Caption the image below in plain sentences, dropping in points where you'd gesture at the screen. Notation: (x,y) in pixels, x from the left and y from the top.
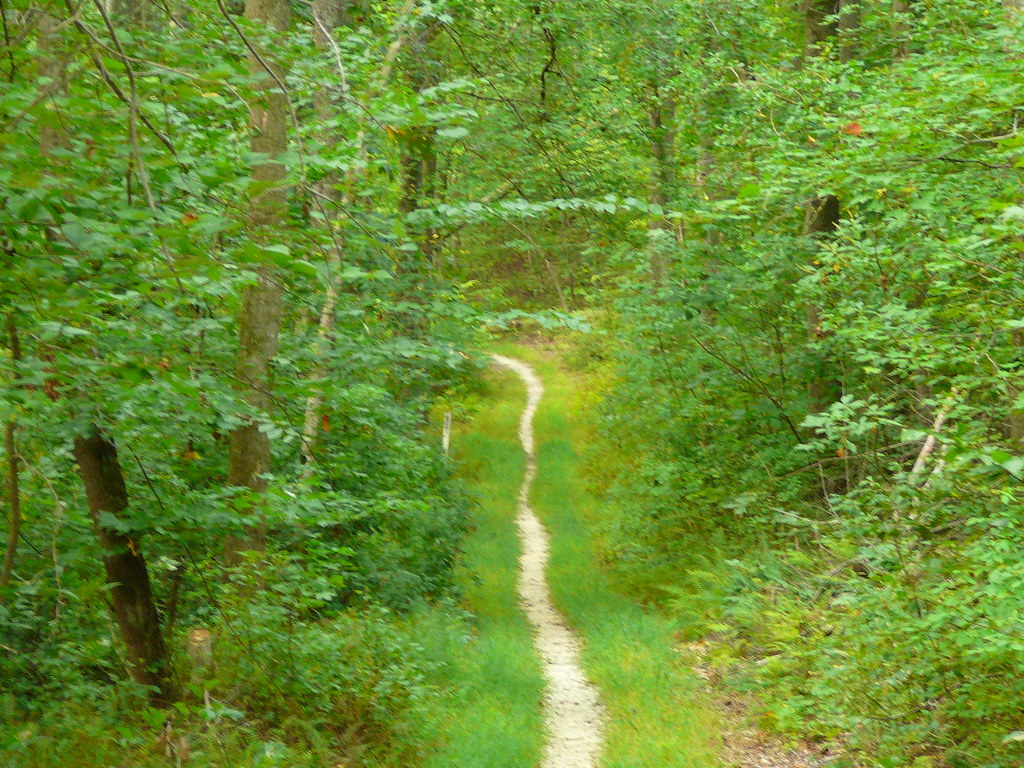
It seems to be a forest (385,497). At the bottom (531,546) there is a path (558,622). On both sides of the path (576,657), I can see the grass (685,735). On the right (832,301) and left side of the image (135,522) there are many plants (802,376) and trees (261,319).
